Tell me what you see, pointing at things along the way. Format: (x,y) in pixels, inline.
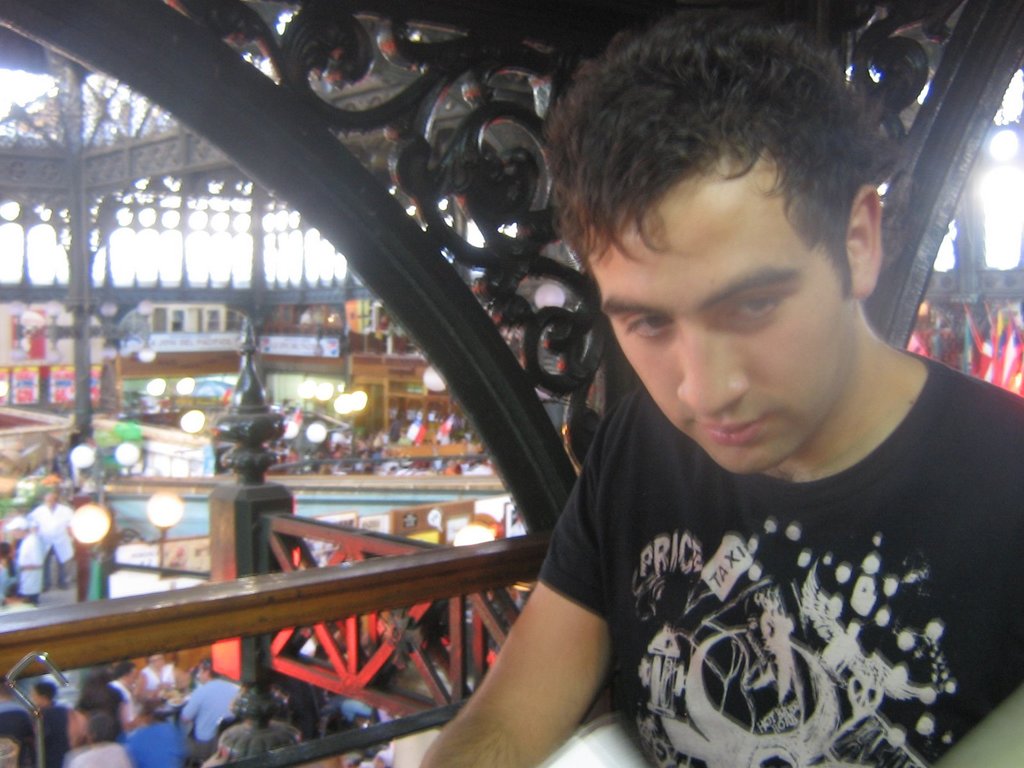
In this image I can see a man (716,429). I can see he wearing black t shirt (758,541). In background (136,753) I can see number of lights (106,355) and I can see few more people (30,575). I can also see this image is little bit blurry from background (13,573).
